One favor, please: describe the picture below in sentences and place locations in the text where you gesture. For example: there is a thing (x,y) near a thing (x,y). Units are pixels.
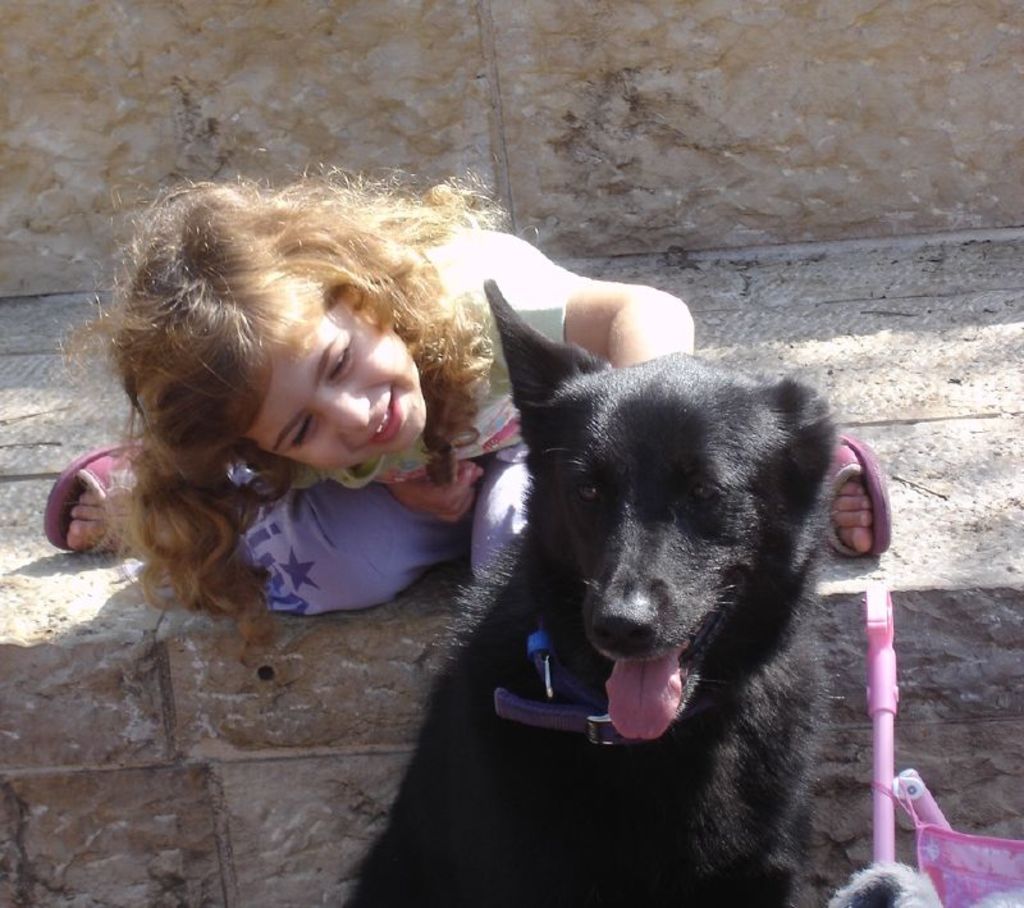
there is a black dog (596,794). behind that there is a girl (357,491) sitting on the floor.
